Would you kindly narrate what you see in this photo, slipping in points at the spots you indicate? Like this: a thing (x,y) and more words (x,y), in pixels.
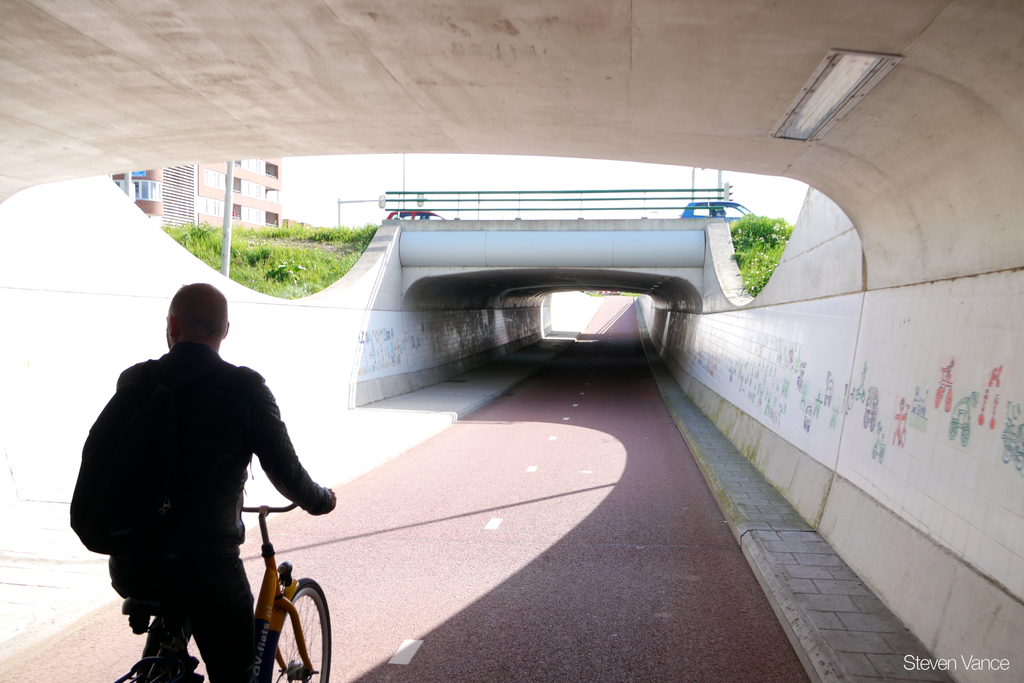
In this image I can see a person (205,357) on his cycle (263,617) and he is also carrying a bag (91,465). In the background (263,259) I can see few vehicles (415,215), grass (746,274) and a building (198,193).
